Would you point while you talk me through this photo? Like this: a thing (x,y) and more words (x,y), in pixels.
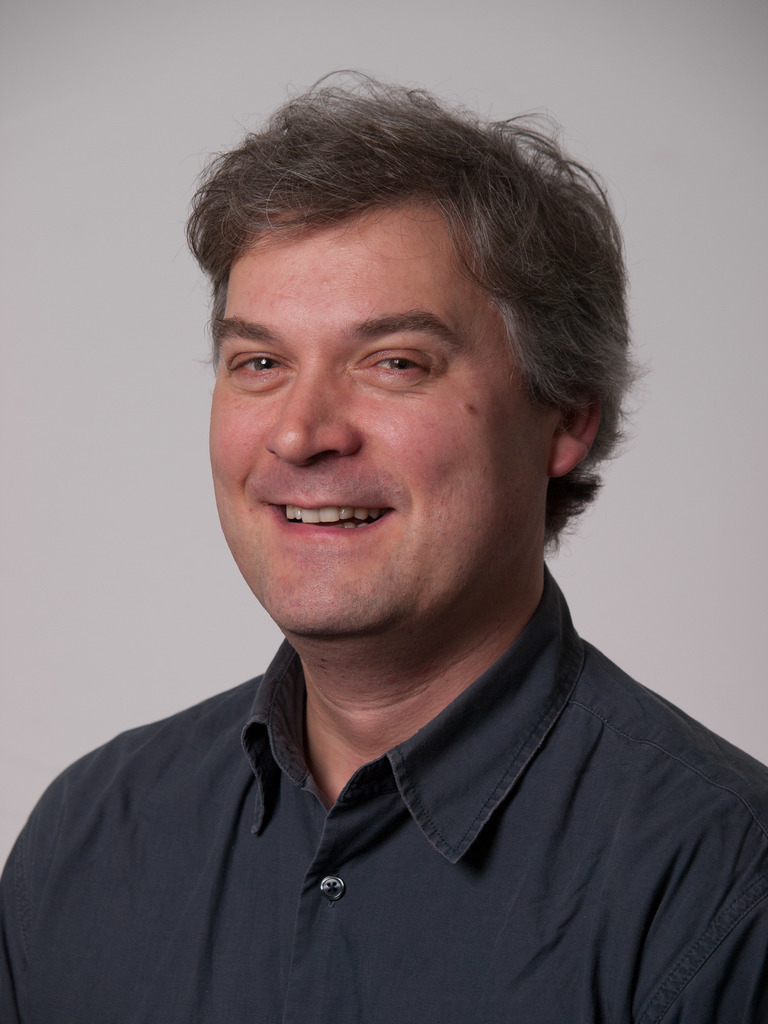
In this picture there is a man (388,796) who is wearing black shirt (510,851) and he is smiling. In the back (682,553) it might be the wall (643,504).
